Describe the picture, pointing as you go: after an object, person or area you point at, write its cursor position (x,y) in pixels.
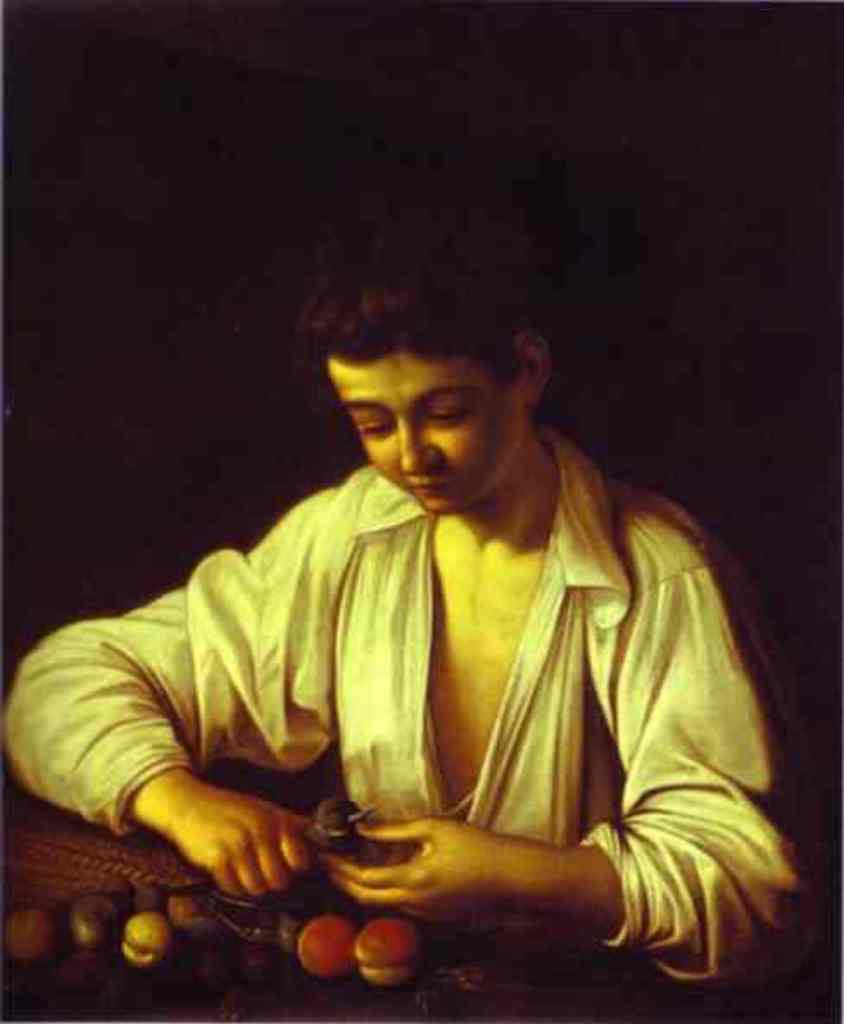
In this picture we can see a painting (515,636) and we can find dark background (711,453).
